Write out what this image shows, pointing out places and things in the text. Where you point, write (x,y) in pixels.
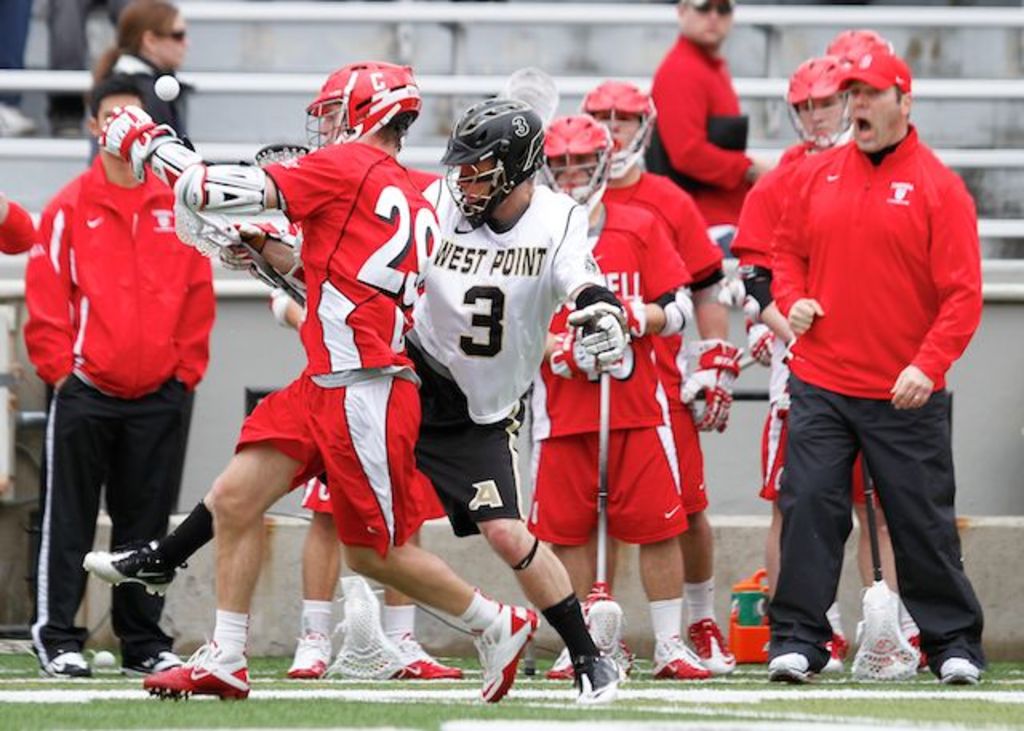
In the center of the image (541,305) a group of people (427,314) are standing, some of them are holding an object (603,417) in their hand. In the background of the image (425,68) stairs (472,49) are there. At the bottom of the image (660,692) ground (744,685) is there.
